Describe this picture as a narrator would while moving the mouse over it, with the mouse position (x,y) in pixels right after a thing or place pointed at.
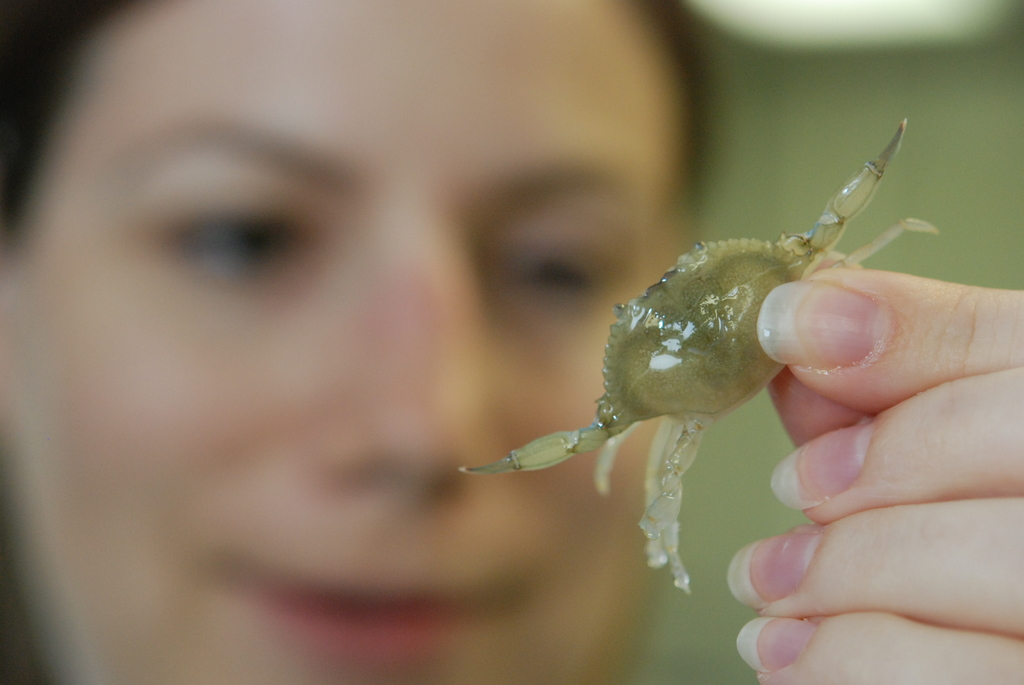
In the image a person (845,369) is holding a crab (806,265).
